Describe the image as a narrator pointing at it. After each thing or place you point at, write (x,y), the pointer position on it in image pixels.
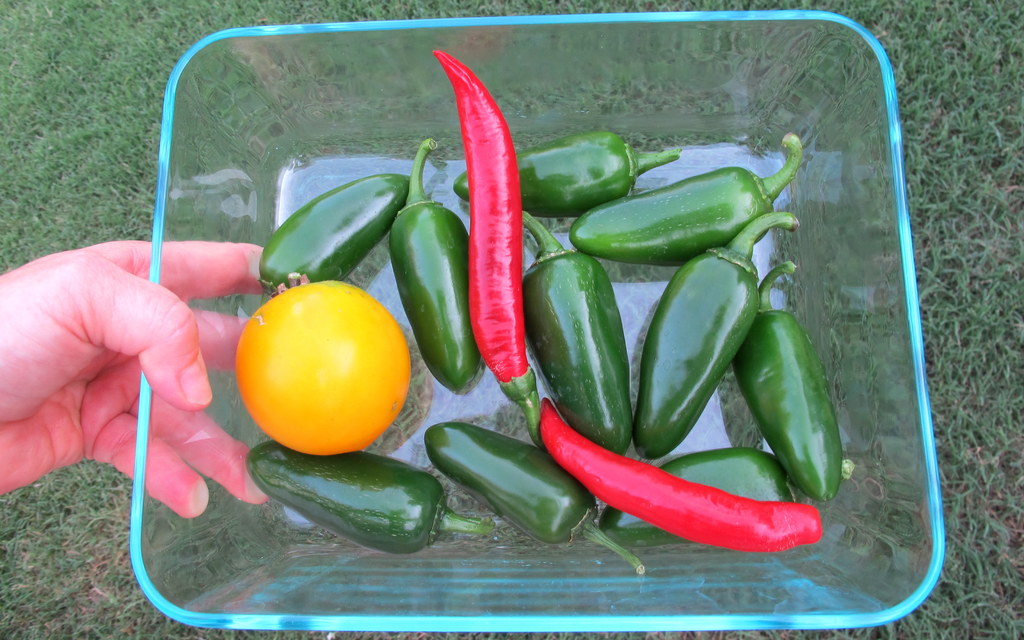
In this image I see a person's hand (75,256) who is holding a glass bowl (487,607) on which there are green and red color chillies (496,225) and a yellow color vegetable (355,317) over here and in the background (29,187) I see the green grass (966,606).
